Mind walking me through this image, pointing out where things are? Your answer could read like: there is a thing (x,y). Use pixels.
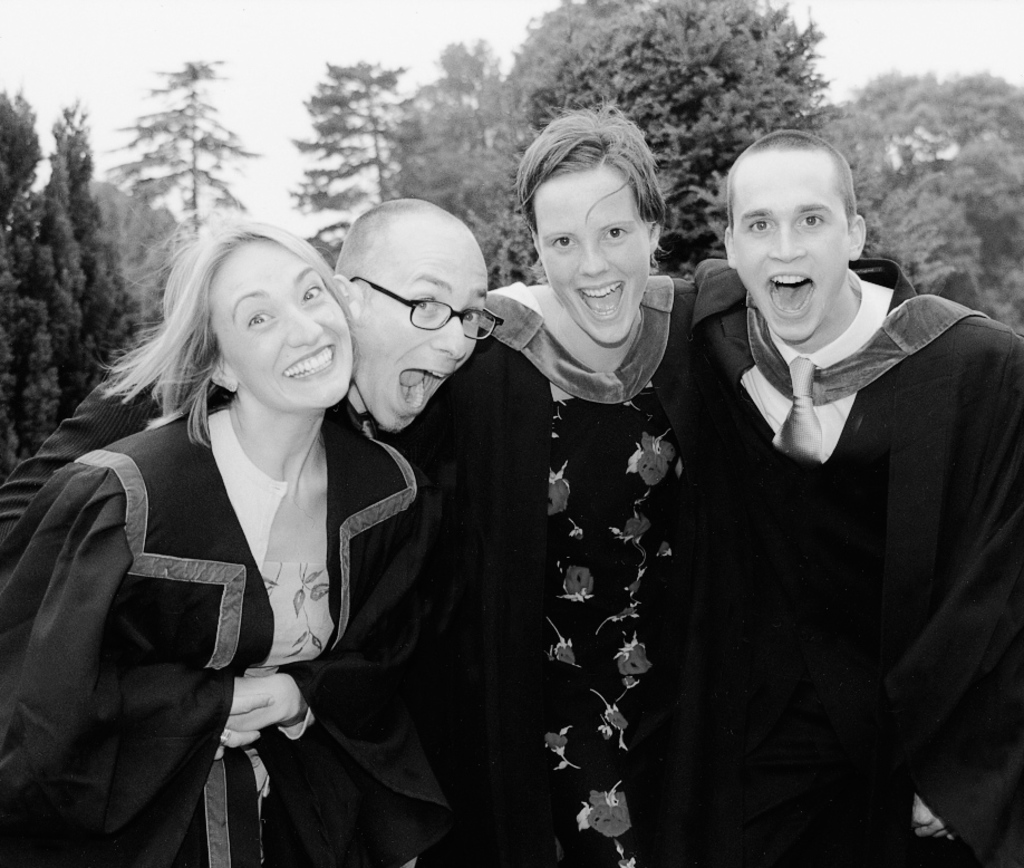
This image consists of four persons (658,626) wearing black coats (502,460). In the background (556,75), there are many trees (376,85). To the top (255,68), there is sky (212,48).
